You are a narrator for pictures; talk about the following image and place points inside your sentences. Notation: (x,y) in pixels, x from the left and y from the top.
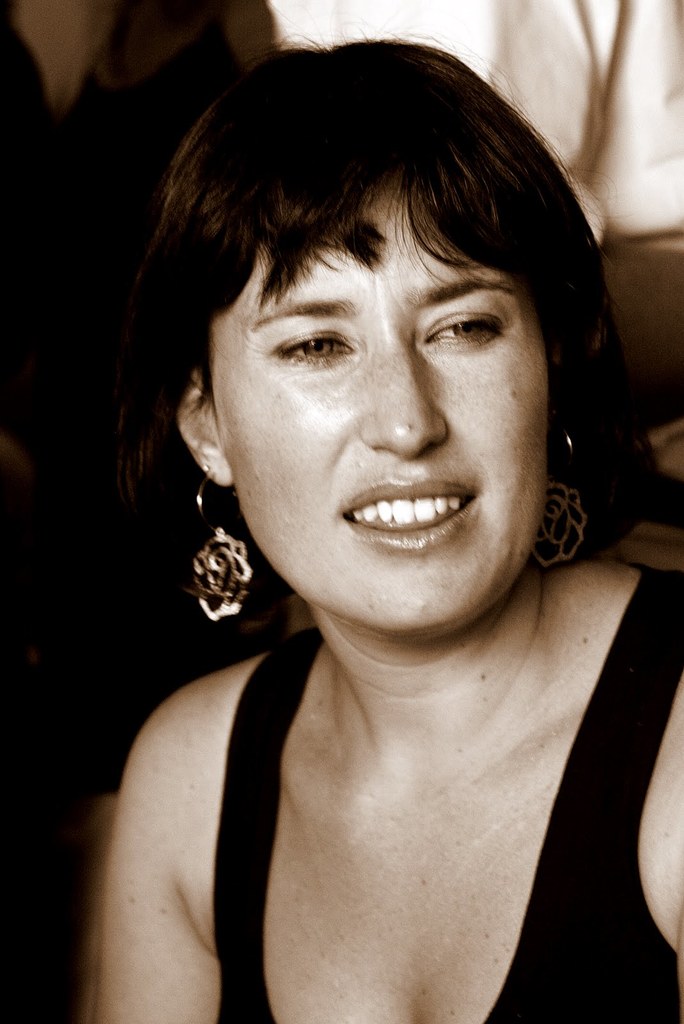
In this image I can see a woman (417,621) is there, she is wearing a black color cloth (534,936) and earrings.
